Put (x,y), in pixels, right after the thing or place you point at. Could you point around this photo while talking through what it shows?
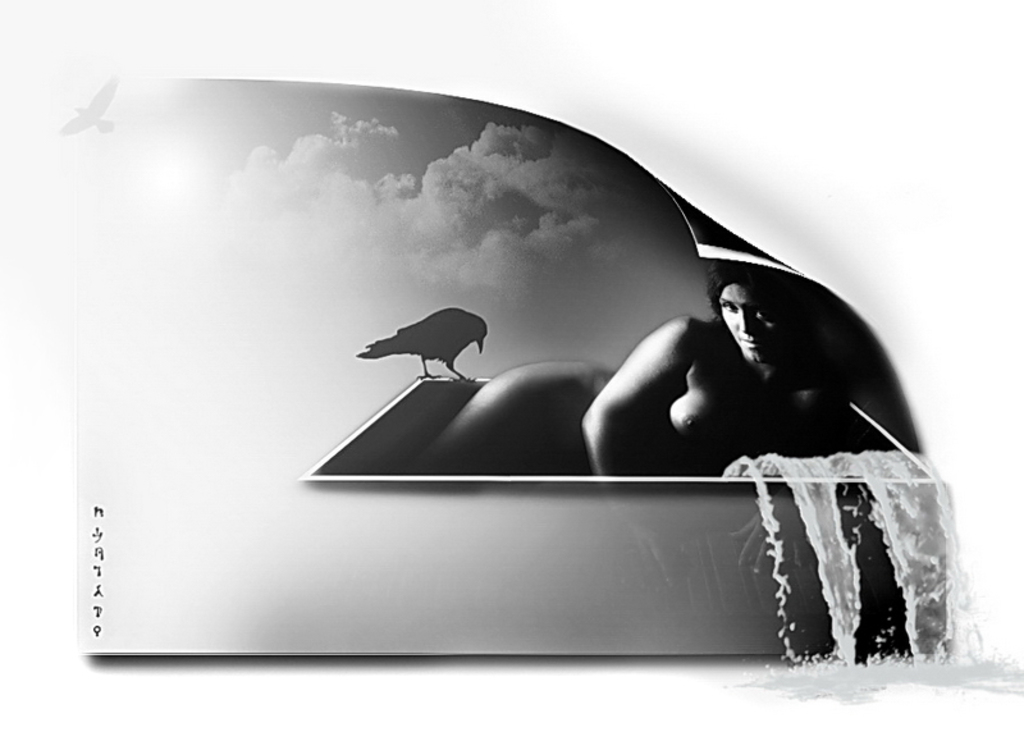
This is an edited image. I can see a bird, water (841,691) and a woman (569,387) lying. At the top left side of the image (104,122), I can see a bird (82,115) flying in the sky (447,263). At the bottom left side of the image (102,631), I can see a watermark (103,551).
